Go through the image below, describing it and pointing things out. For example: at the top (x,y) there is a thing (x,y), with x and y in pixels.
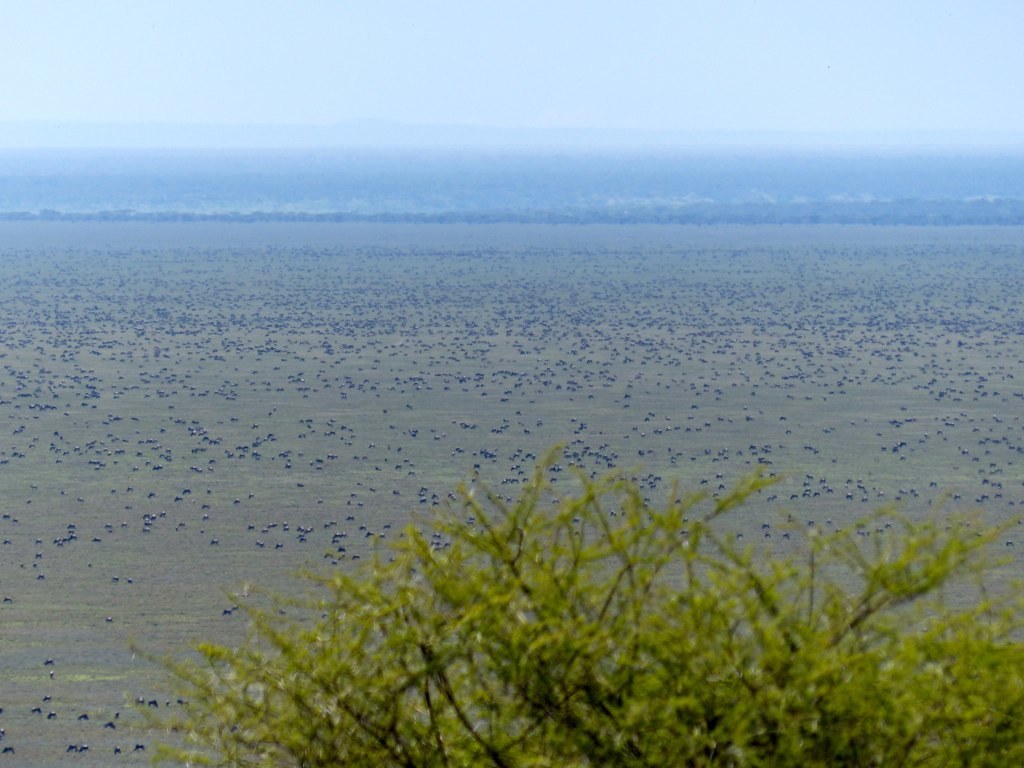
In this picture we can see plants (567,700) and lots of animals (512,467) on the grass (259,357) and behind the animals (594,323) there is a sky (652,86).
